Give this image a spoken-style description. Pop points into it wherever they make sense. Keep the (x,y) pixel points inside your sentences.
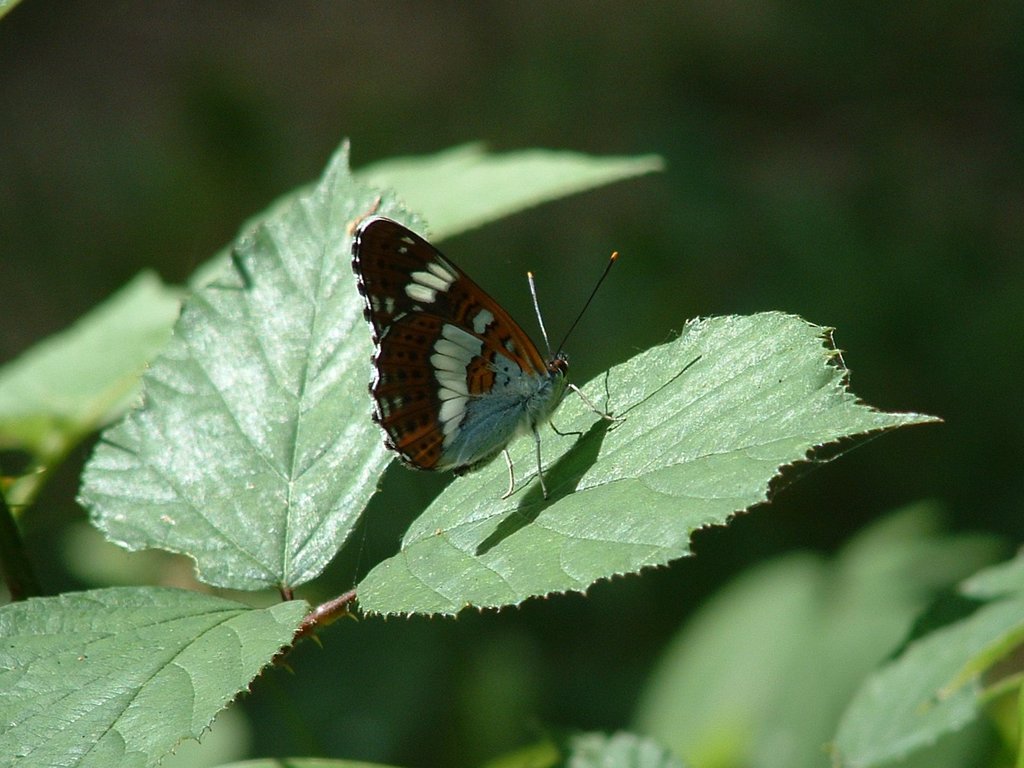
As we can see in the image there is a plant (277,465) and butterfly (474,322). The background (286,131) is blurred.
